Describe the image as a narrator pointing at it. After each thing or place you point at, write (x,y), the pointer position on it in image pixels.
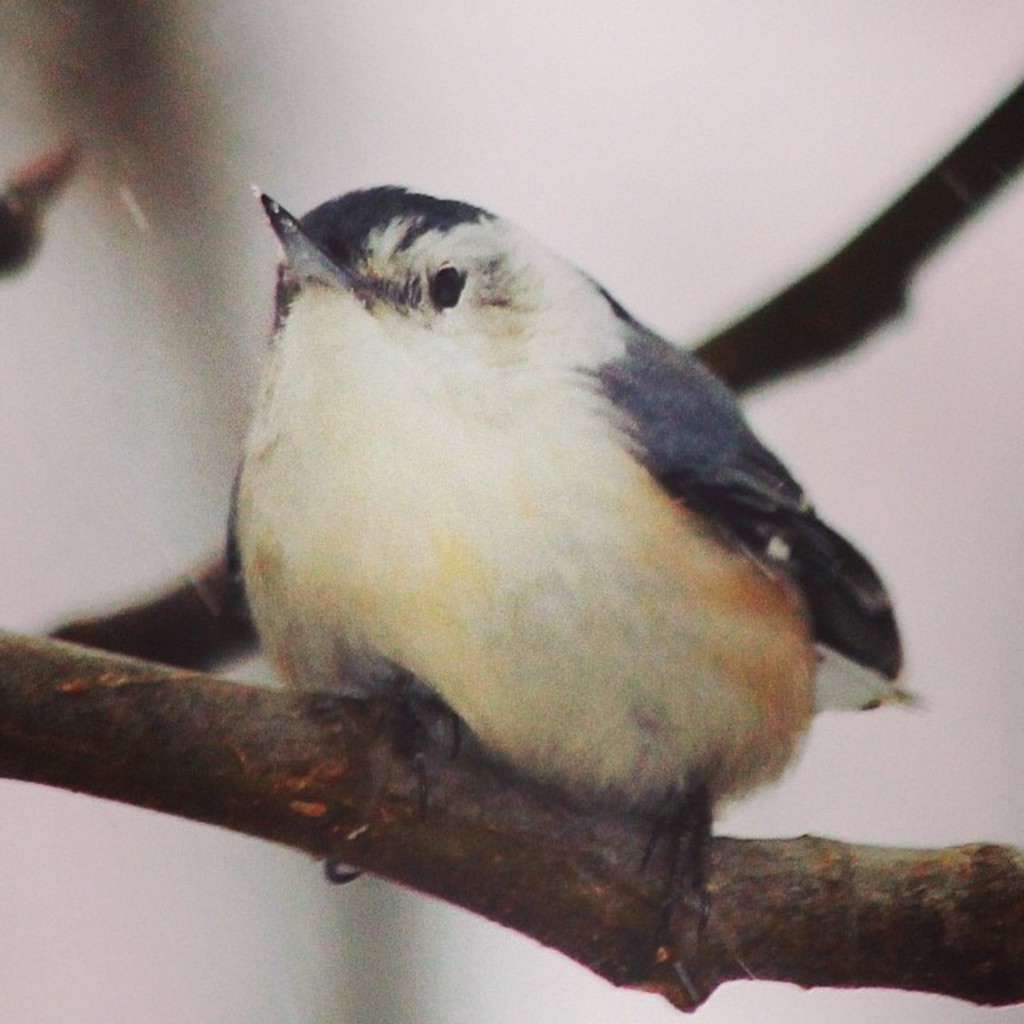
In this image I can see a bird (387,582) which is in white, cream and black color. It is on the branch (440,816) of the tree (502,907). And there is a white background (58,385).
